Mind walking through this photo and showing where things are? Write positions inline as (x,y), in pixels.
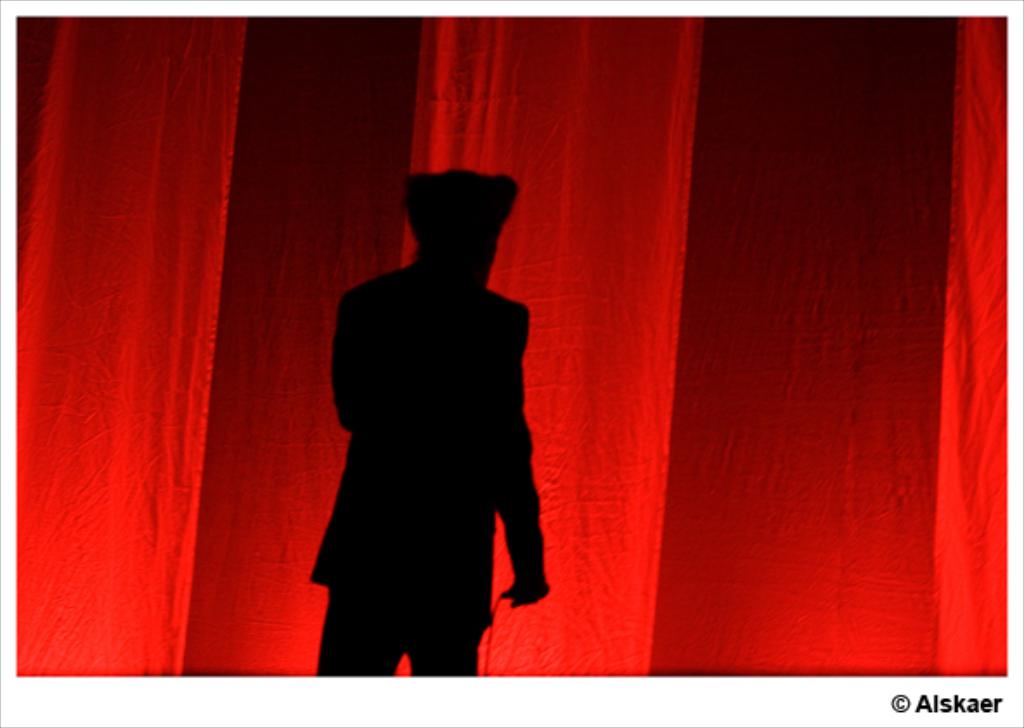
In this picture we can see the shadow (419,448) of a person (440,352) and a red cloth (267,315). On the image it is written something.
